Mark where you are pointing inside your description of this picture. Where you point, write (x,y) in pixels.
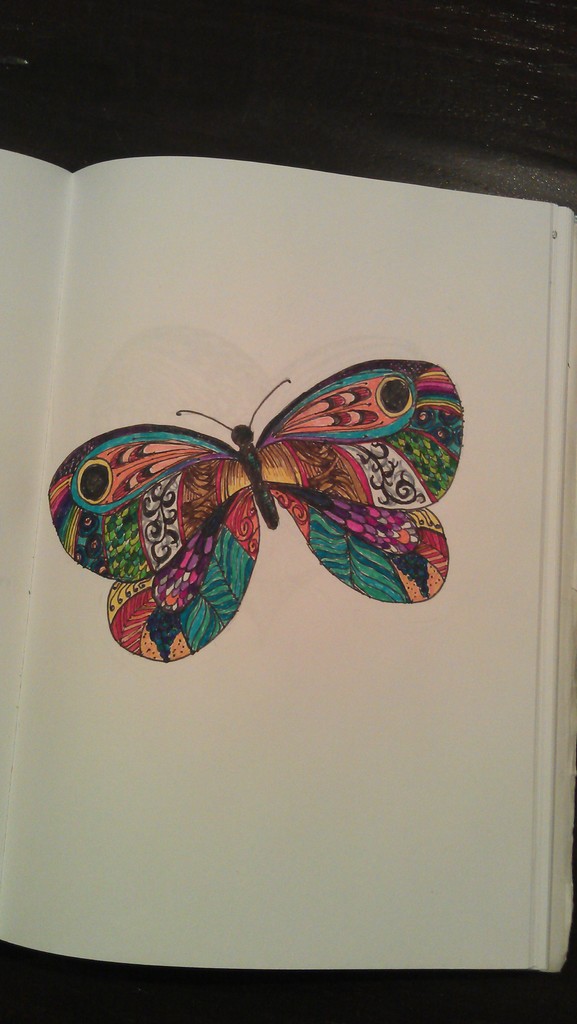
In this image I can see a colorful butterfly (175,534) on the book (265,627). Background (477,96) is in black color.
